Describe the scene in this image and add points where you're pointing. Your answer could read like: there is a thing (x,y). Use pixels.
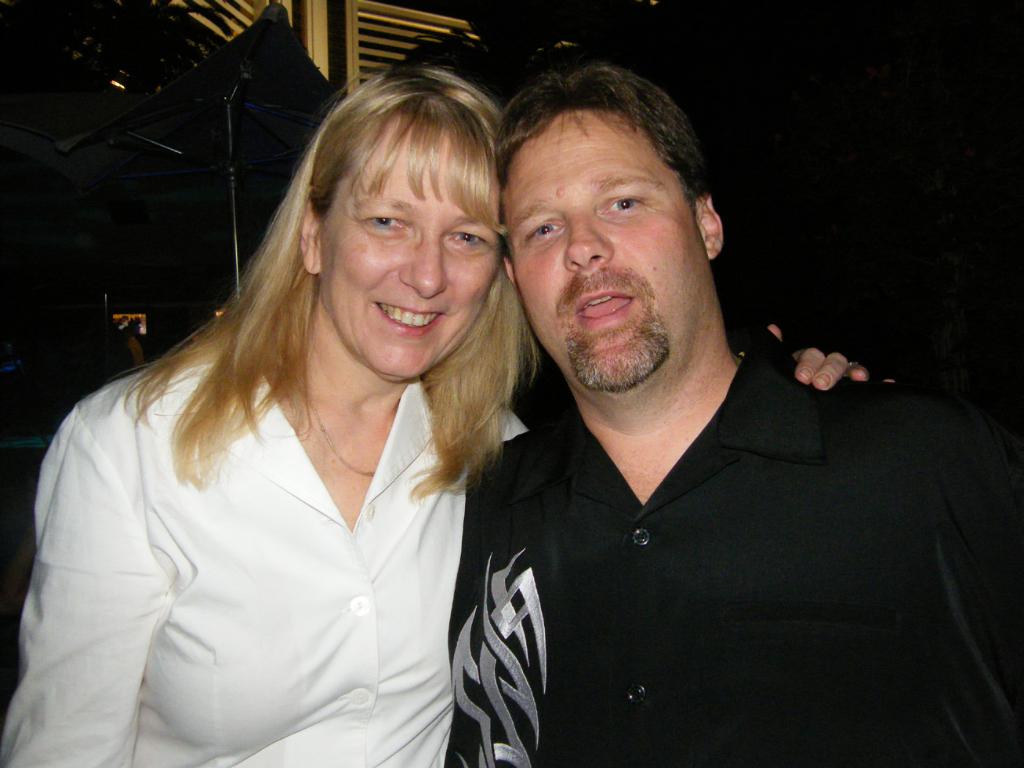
In the front of the image (365,391) I can see a woman (422,458) and man (596,178). In the background of the image (889,275) it is dark. I can see an umbrella (192,166), stand (238,260) and grilles (351,62).
